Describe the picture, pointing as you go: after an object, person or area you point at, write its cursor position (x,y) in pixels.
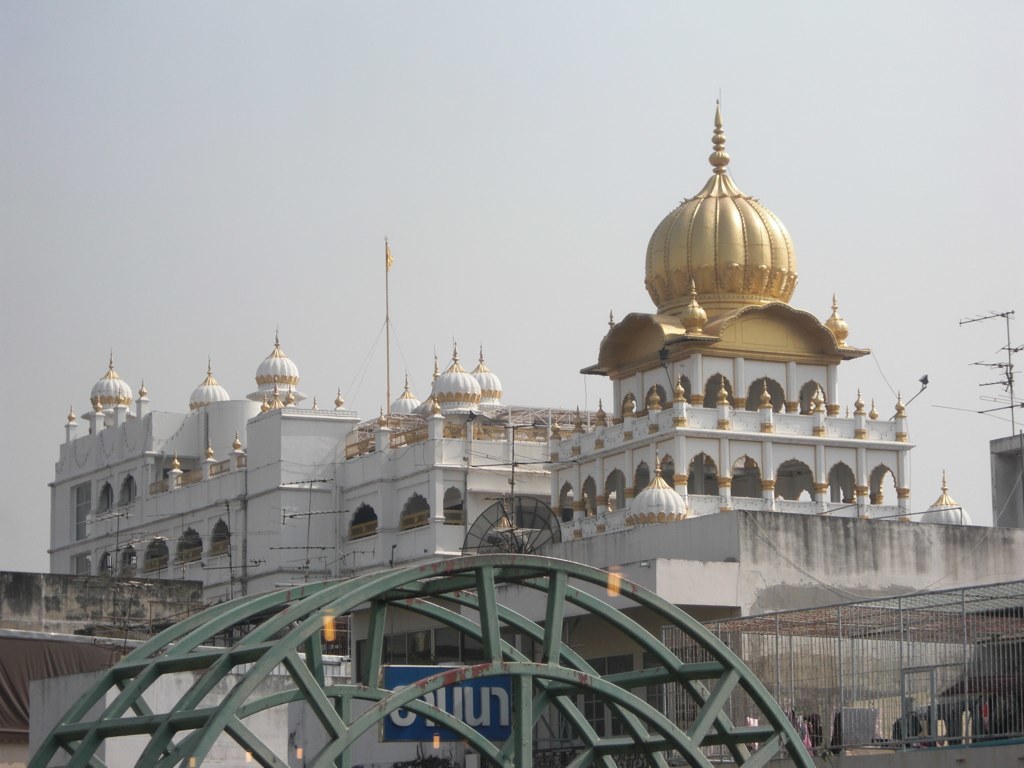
In this image I can see a huge metal structure (615,700) and few buildings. I can see the metal railing (842,678), few antennas (973,322) on the buildings (353,531) and in the background (928,244) I can see the sky (467,186).
